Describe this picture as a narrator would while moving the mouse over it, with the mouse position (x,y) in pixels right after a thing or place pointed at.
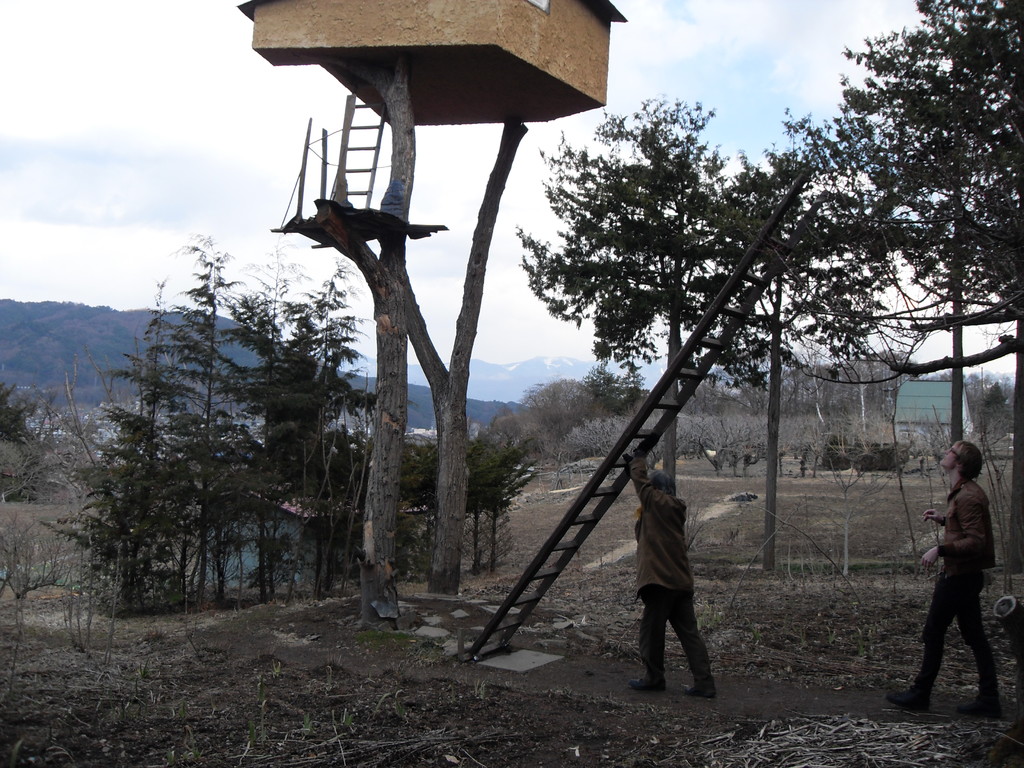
In this image there is a person (660,565) carrying a ladder (608,496) is walking, behind the person (641,583) there is another person (931,514) walking, in the background of the image (336,481) there are trees (260,413) and mountains (522,369).
